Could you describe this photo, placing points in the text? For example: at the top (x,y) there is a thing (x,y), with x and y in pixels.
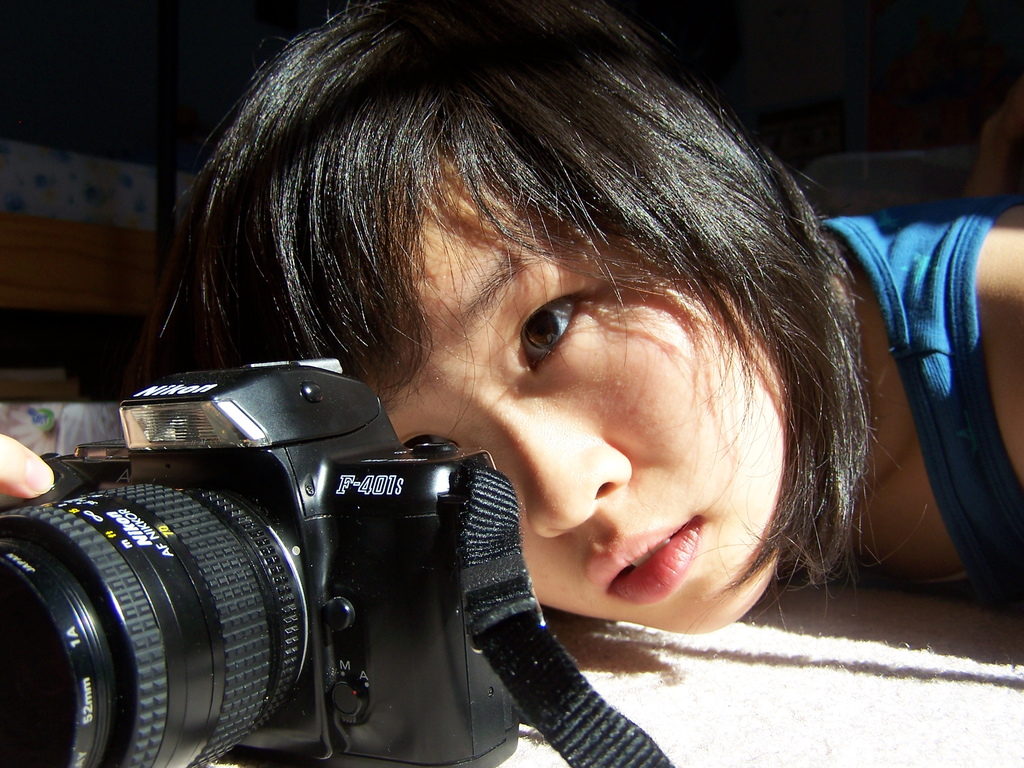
As we can see in the image there is a woman (651,405) holding camera (316,573).
